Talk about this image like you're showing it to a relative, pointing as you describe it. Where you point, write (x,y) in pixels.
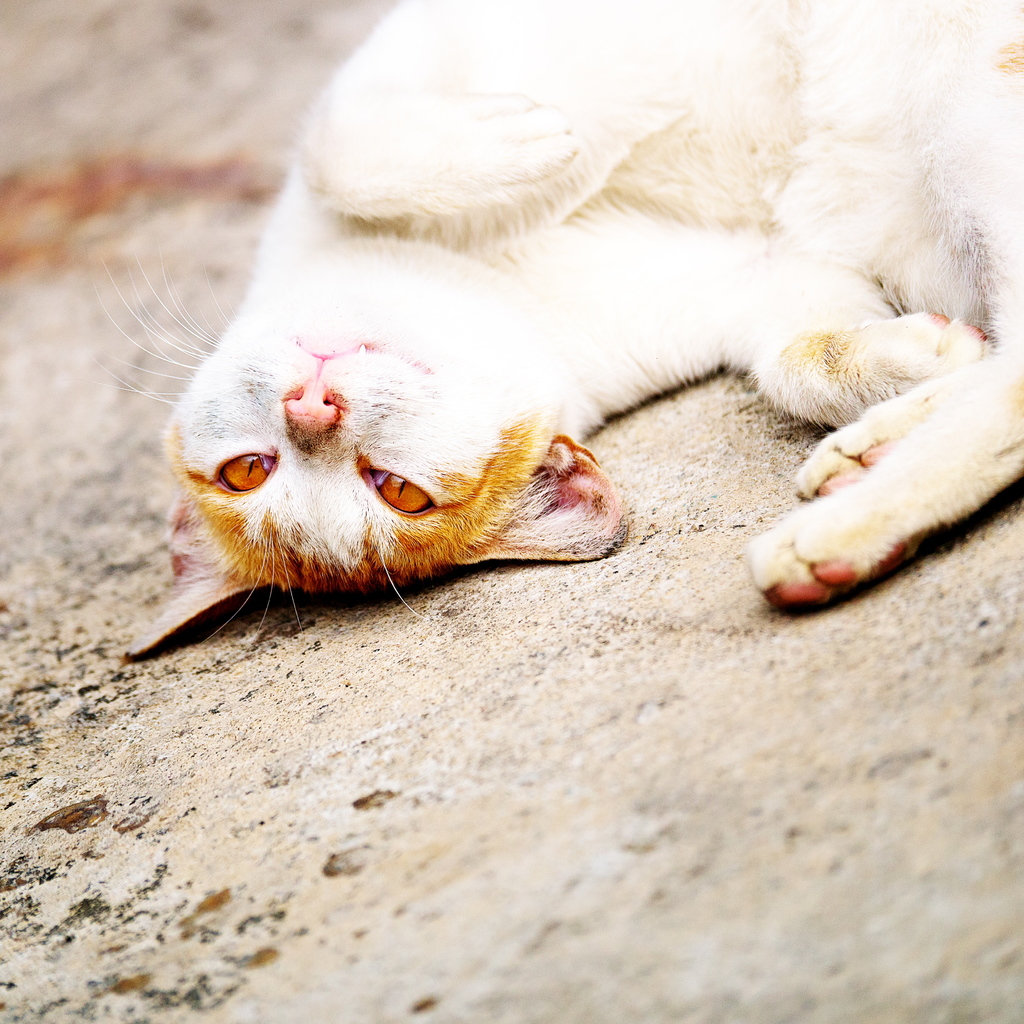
In this image in the center (346,527) there is one cat (336,182), and at the bottom (563,801) there is a walkway (328,817).
